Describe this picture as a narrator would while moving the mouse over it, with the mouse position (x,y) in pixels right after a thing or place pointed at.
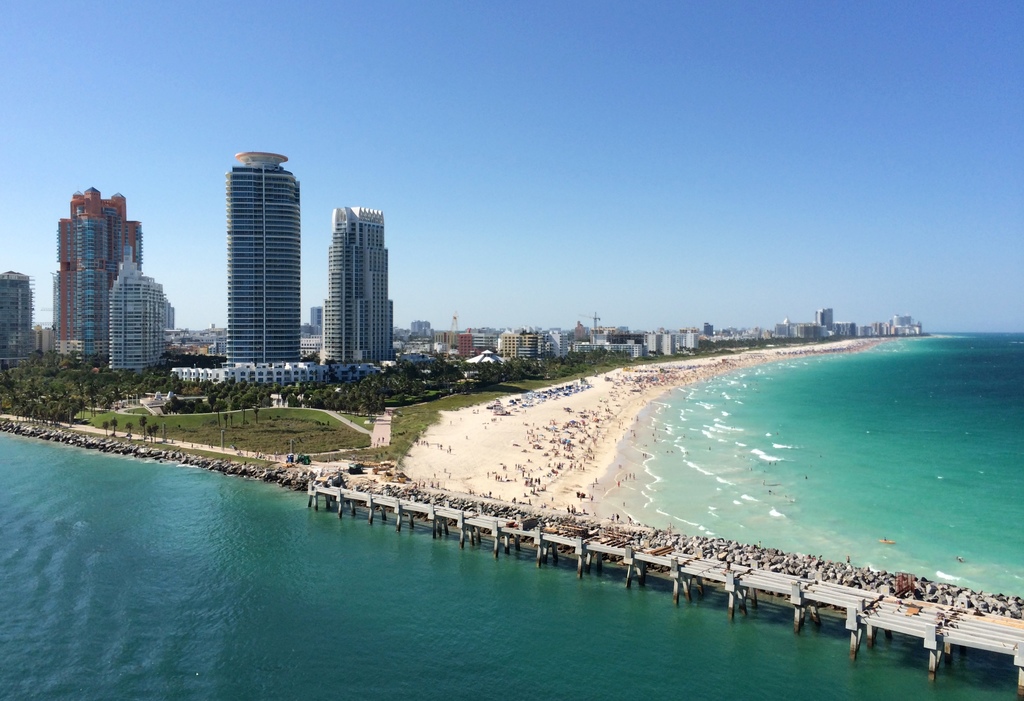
In this image there is water (358,551), bridge (720,580), group of people (503,466), skyscrapers (296,306), trees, roads (346,419), sky (428,299).
